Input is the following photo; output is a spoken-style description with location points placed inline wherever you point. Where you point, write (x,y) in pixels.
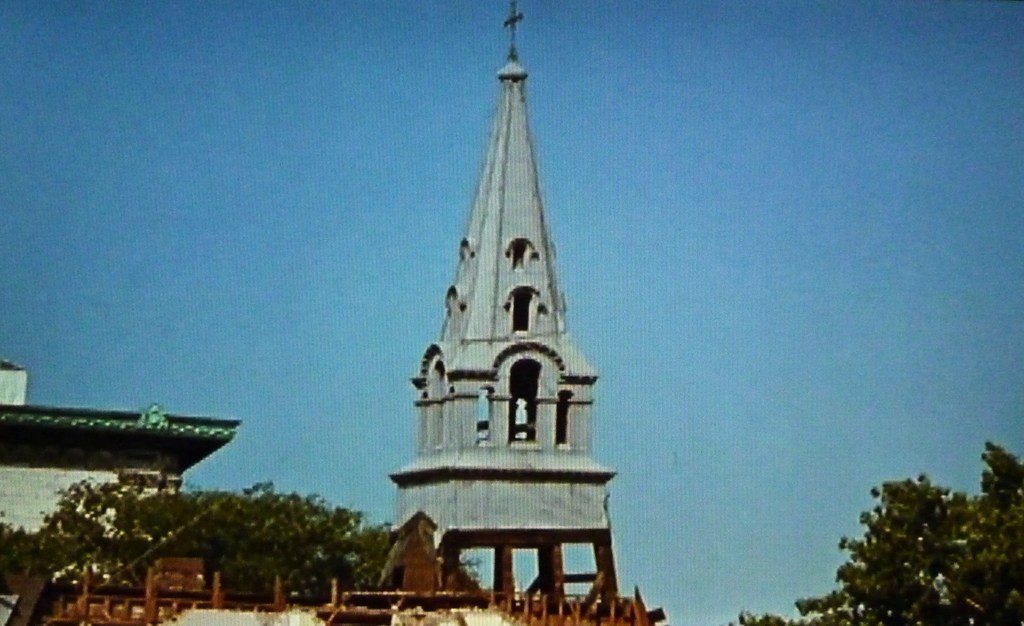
In this picture we can see a church (500,403) with holy cross (515,15) on the top of it. This a blue sky (804,197) on the background (462,198). This is a house (108,469). Here we can see trees (878,586).
